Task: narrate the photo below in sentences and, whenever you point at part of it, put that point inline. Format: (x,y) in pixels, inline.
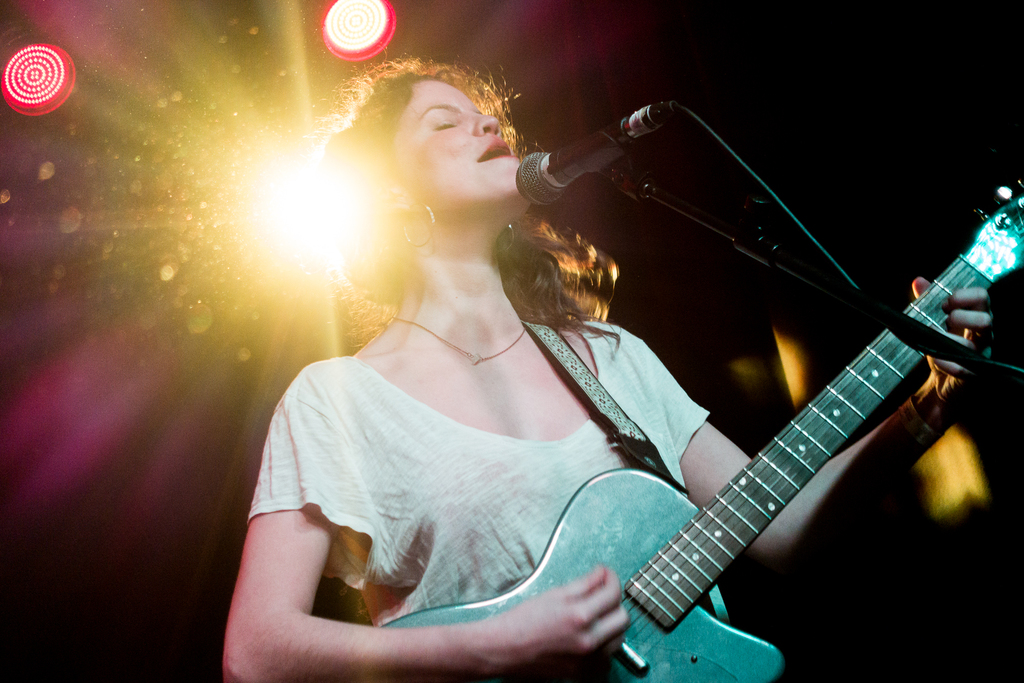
In this image I can see a woman (450,451) who is wearing a white dress (399,476) who is playing a guitar (975,283) in front of the microphone (643,132).
